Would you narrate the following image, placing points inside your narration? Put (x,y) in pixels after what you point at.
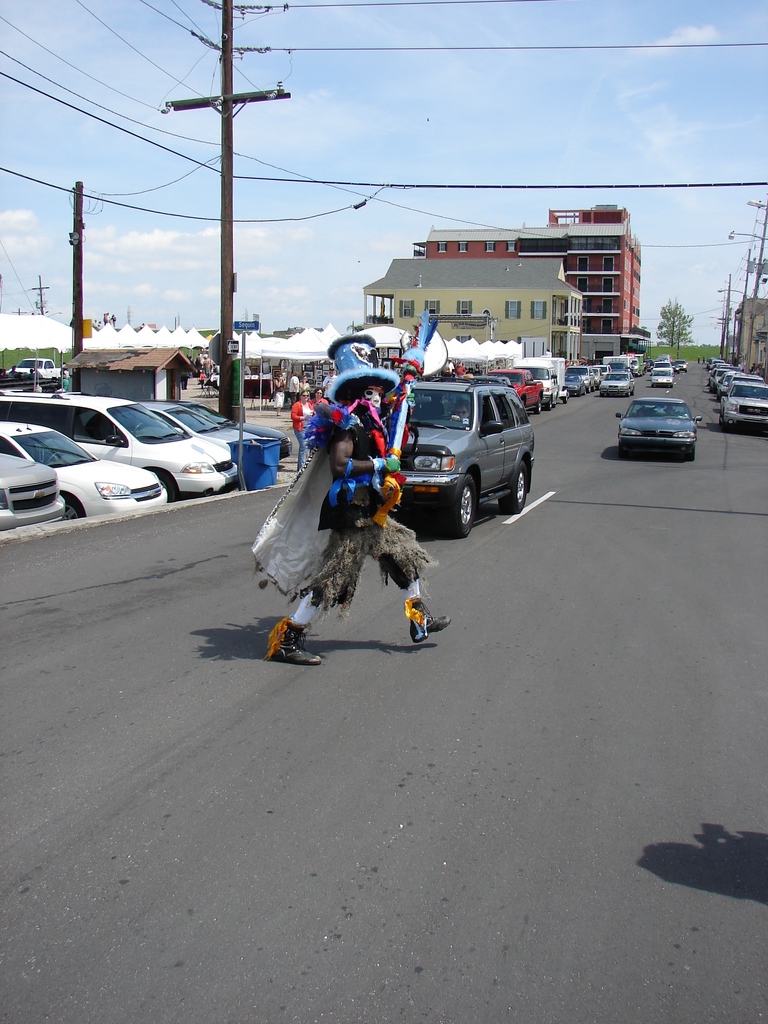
In this image I can see a road (731,605), in the road (731,605) I can see vehicles (544,394) and a person (385,445) walking on the road (587,530) and a person (388,404) wearing a colorful design dress (368,414) and on the left side (78,228) I can see power line cables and poles (224,257) and vehicles (172,404) and tents (70,335) and in the middle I can see house (460,276) and at the top (584,169) I can see the sky (538,178).
